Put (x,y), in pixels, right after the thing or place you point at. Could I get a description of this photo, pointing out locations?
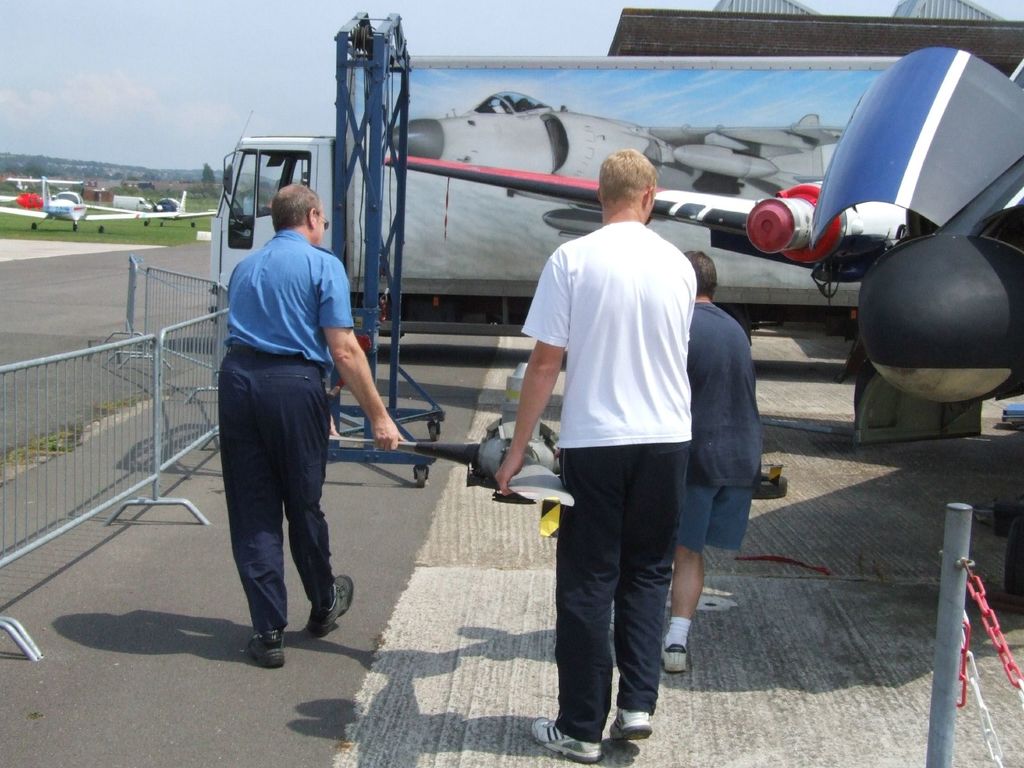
In the foreground (521,645) I can see three persons (723,484) are holding some object (512,487) in hand (499,482) are walking on the road (532,599), fence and a metal stand (365,356). In the background (432,322) I can see a vehicle (326,194), aircrafts (41,180), grass (105,237), trees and the sky (192,164). This image is taken may be on the road (307,675).
